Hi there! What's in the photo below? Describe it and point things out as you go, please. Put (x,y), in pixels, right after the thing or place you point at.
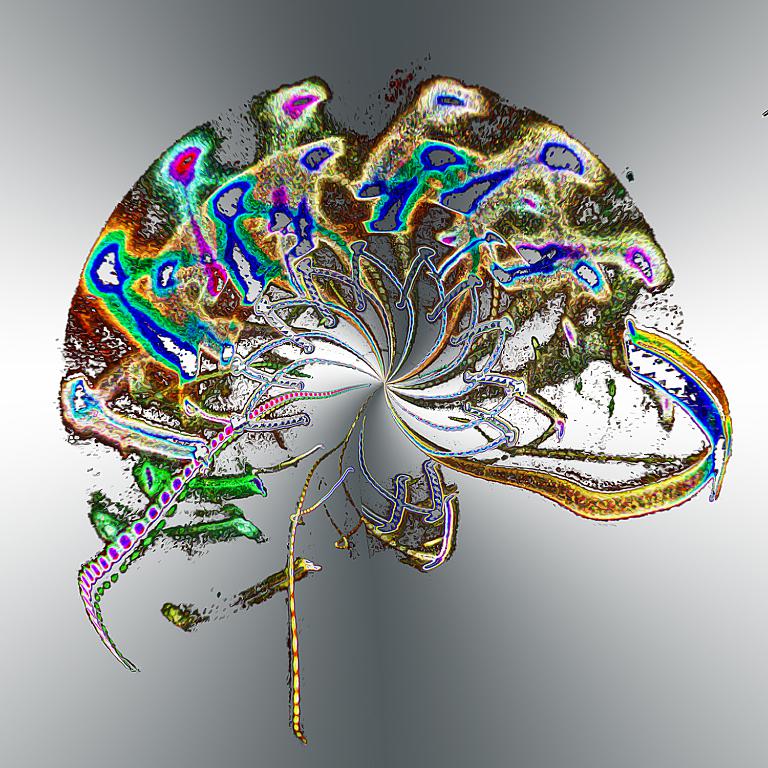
In this image I can see the digital art (441,255) which is pink, green, blue, gold and white in color. I can see the ash and white colored background (14,75).
